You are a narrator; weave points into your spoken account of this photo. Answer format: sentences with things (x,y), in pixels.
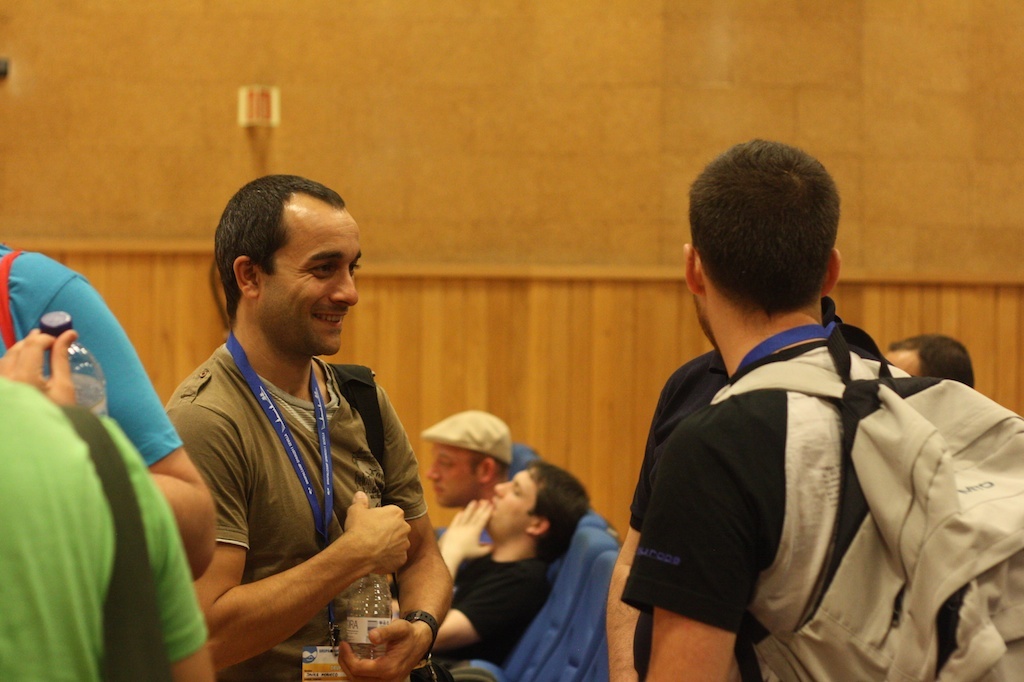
In this image there are people (768,570) standing, in the background (522,557) few people (520,547) are sitting on chairs (541,632) and there is a wall (632,28).
